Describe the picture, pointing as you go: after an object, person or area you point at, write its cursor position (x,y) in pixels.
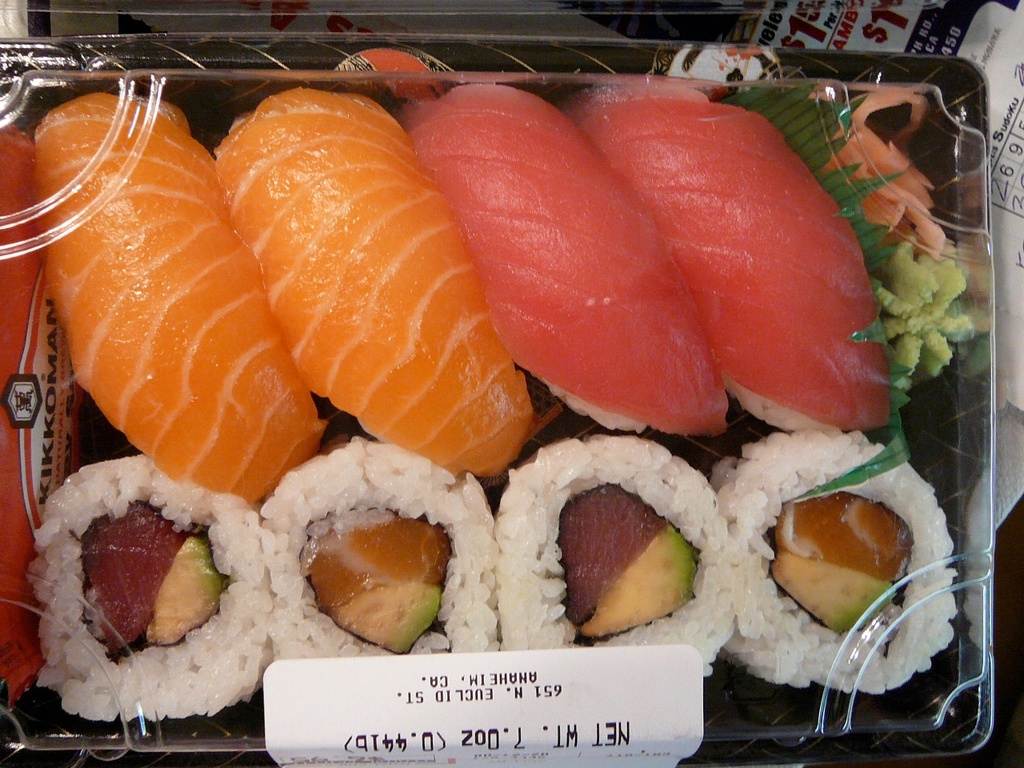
In this image we can see a container (535,65). In container (548,70) food items (350,498) are present.
